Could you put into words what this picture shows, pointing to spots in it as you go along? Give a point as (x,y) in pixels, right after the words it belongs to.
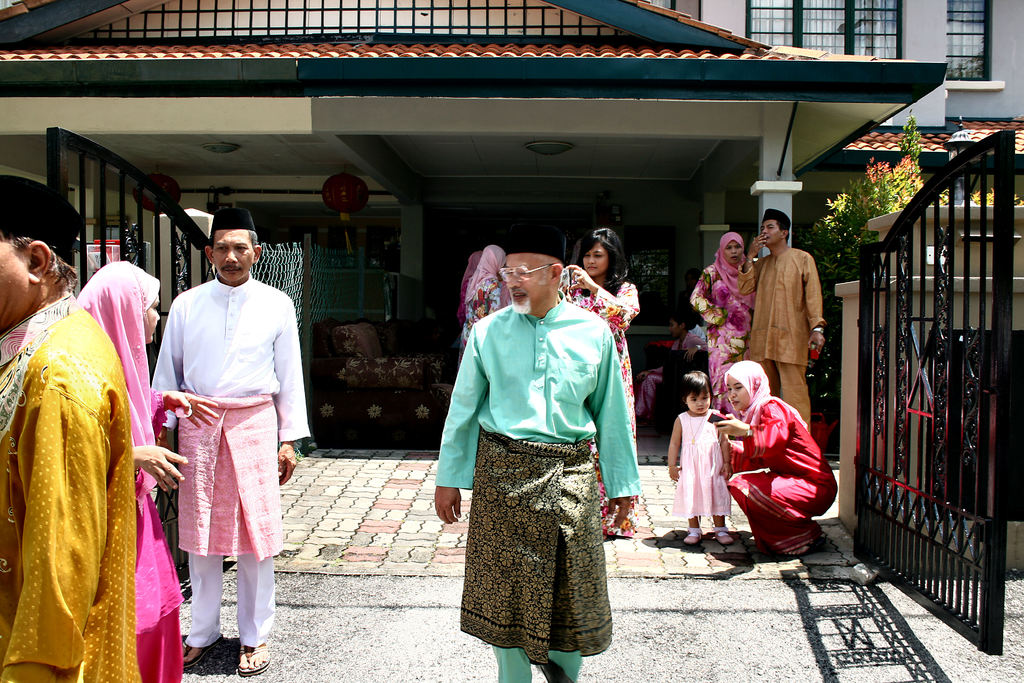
In this image there are a group of people (482,355) some of them are standing, and some of them are walking. And at the bottom (633,632) there is road (621,620), and on the left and right there is a gate (862,338) and wall (976,311). And in the background (854,112) there is a house (335,123) and some plants (895,196), flowers (906,190), pillars (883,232) and some lights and some other objects (242,192).
